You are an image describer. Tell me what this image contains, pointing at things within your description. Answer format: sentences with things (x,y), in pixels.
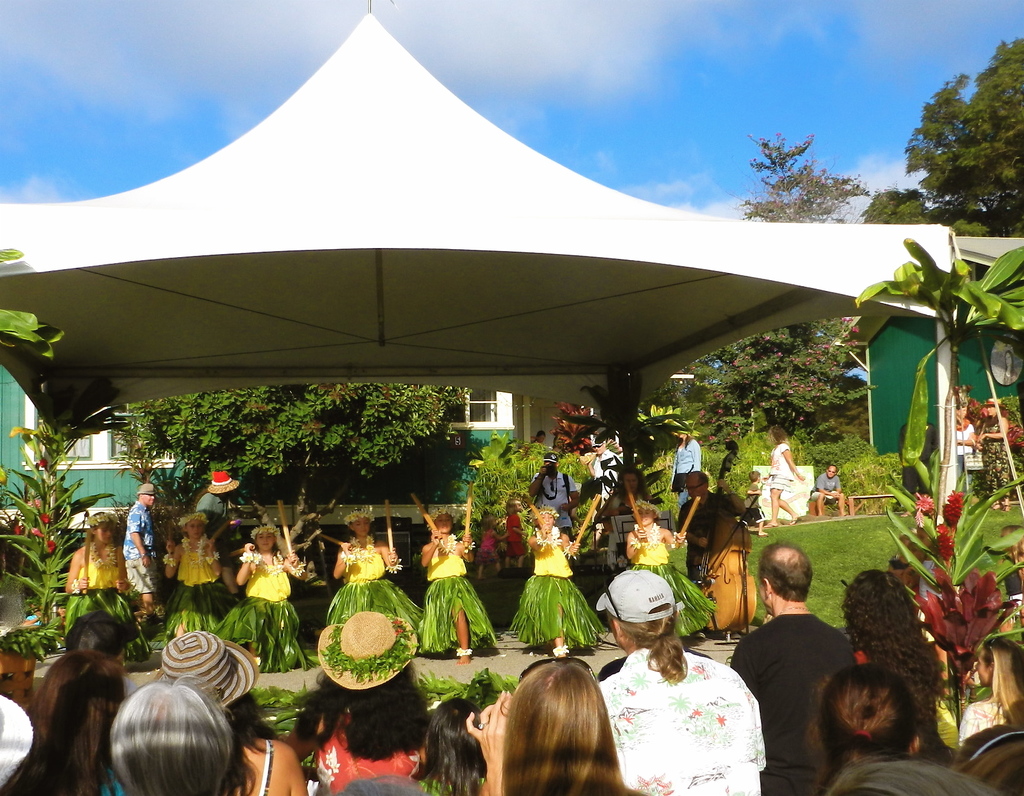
In the foreground (142,728), I can see a crowd (388,612) on the road (703,645) and houseplants (977,620). In the background (752,430), I can see trees (750,406), buildings (935,374), tents (662,367), benches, grass (884,531) and the sky (757,98). This image taken, maybe during a day.
